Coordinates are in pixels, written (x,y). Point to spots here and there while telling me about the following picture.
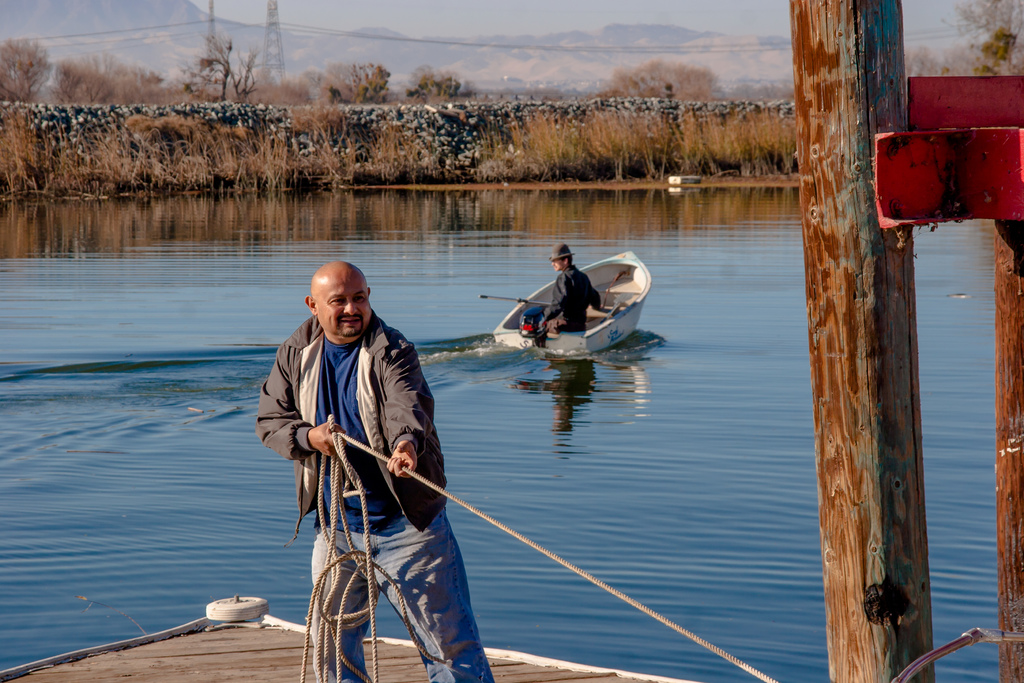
Here we can see a man (372,386) holding a rope (353,474) with his hands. This is water (50,376) and there is a person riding a boat (572,334). In the background (22,61) we can see trees (629,80), tower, mountain (376,42), and sky (915,27).
